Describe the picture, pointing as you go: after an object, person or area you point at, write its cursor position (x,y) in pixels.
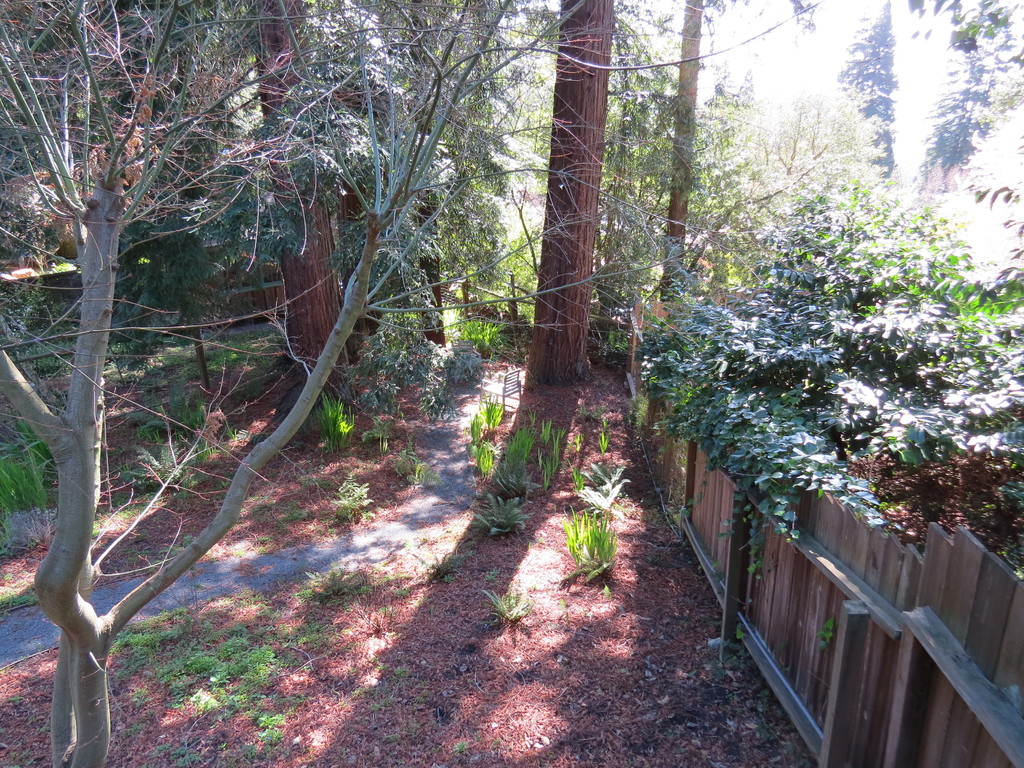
This image is taken outdoors. At the bottom of the image (349,668) there is a ground (224,665) with grass (224,665) on it. On the right side of the image (888,336) there are a few plants (841,364) and trees (834,136) and there is a wooden fence (815,602). In this image there are many trees (90,372) and plants (737,302) with stems (682,267), branches (351,281) and green leaves (874,336).
